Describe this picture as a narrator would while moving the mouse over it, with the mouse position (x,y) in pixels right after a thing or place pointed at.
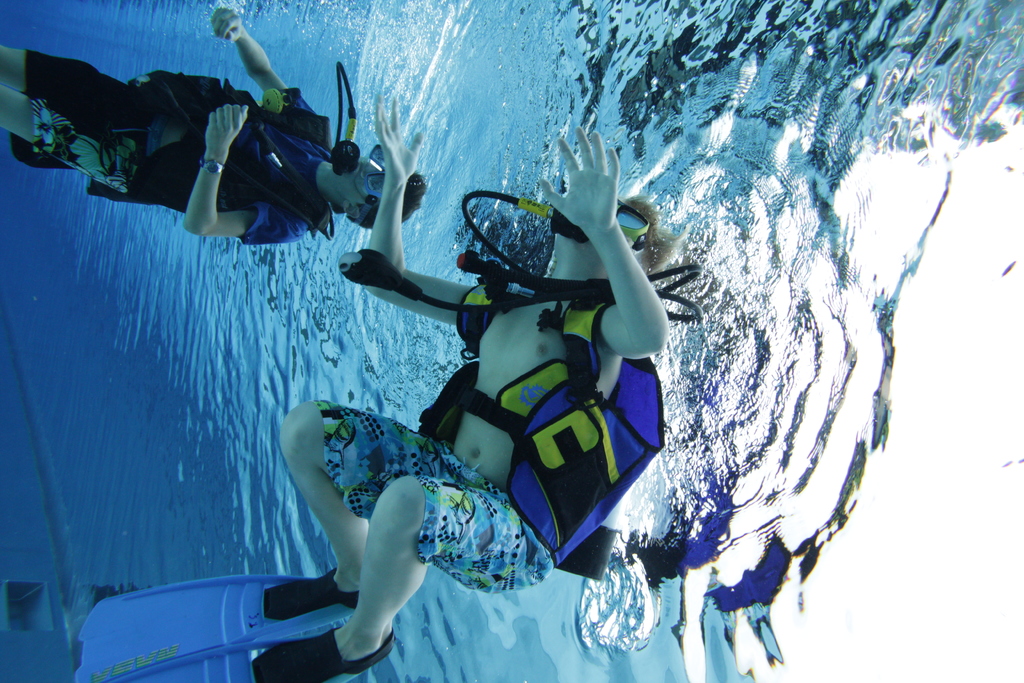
In this image, we can see some people (10,123) in the water (957,6).
